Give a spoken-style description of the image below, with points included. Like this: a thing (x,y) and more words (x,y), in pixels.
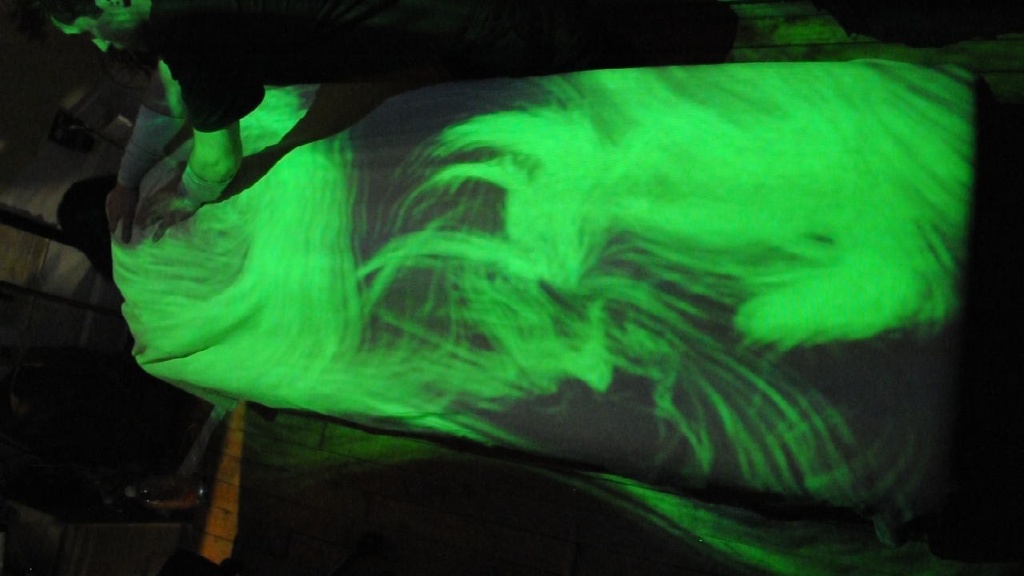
In the image we can see there is a person (229,92) touching a fabric surface (269,299) and there is a green light (640,247) falling on the surface (342,299). The image is dark.
